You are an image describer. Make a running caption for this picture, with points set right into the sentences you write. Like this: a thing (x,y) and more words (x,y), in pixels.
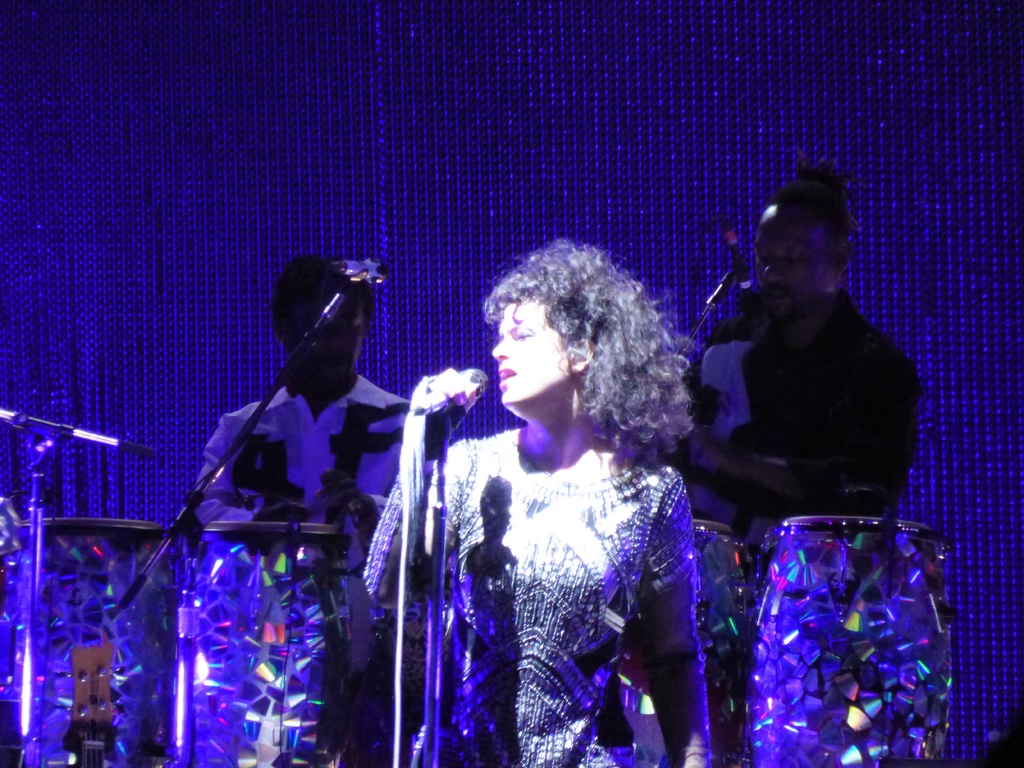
In the image I can see a person (401,534) who is standing in front of the mic (401,608) and behind there are two other people (257,481) playing drums (230,580).
